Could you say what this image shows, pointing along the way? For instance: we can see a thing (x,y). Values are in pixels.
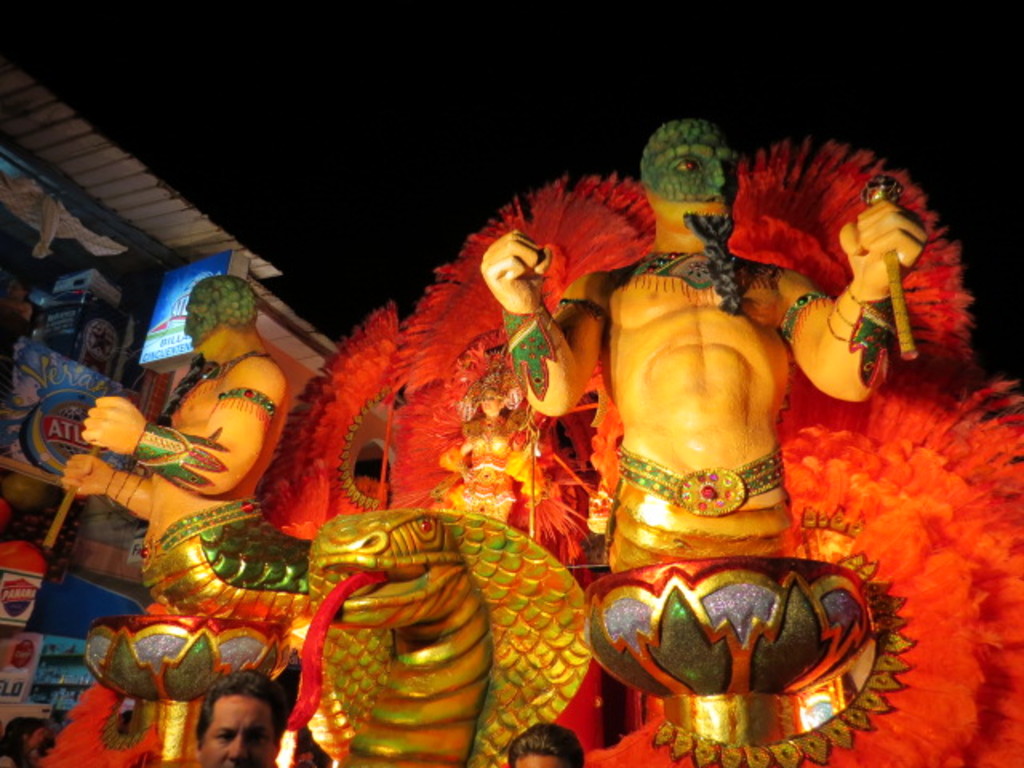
There are two statues (732,337) which are yellow and green in color and the background (917,504) is orange in color.
